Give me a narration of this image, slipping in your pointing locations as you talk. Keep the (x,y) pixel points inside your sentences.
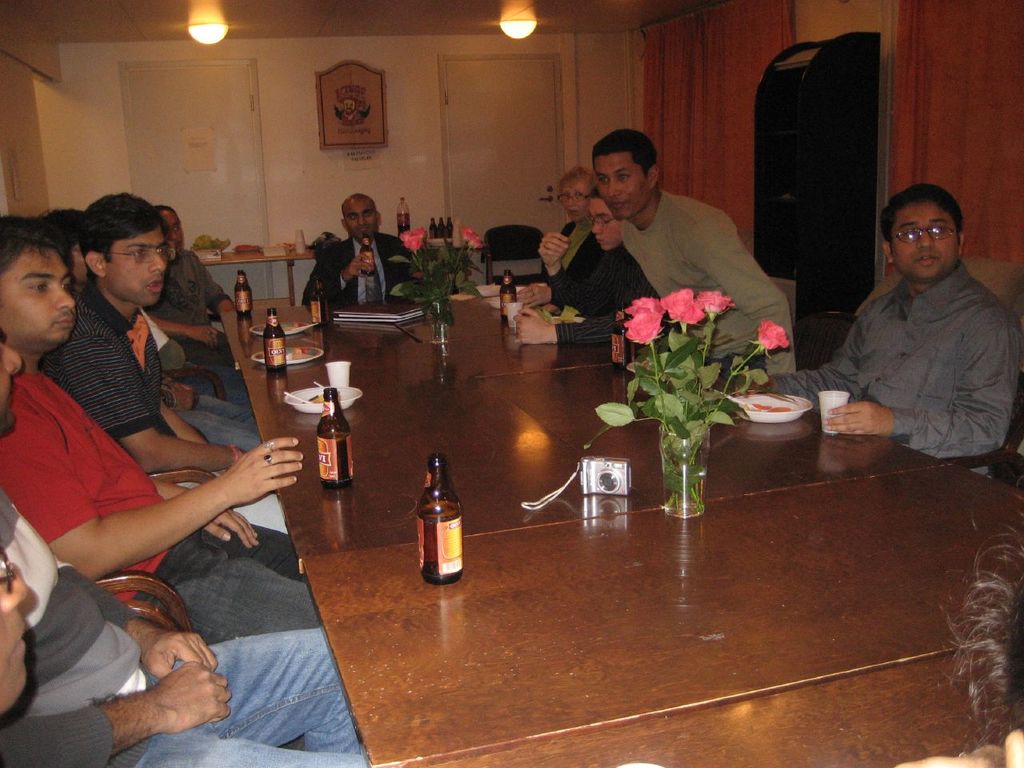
These group of people (692,234) are sitting on a chair (157,581). In-front of this group of people (549,303) there is a table (651,596), on a table (548,597) there is a camera (583,481), plate (348,395), cup (337,367), book (382,311), flowers (678,373) and bottles (248,299). On top there are lights (516,29). This is a rack (762,147). These are curtains (731,91). This man (368,284) is holding a bottle (365,268). A box (337,109) on wall (410,115).
